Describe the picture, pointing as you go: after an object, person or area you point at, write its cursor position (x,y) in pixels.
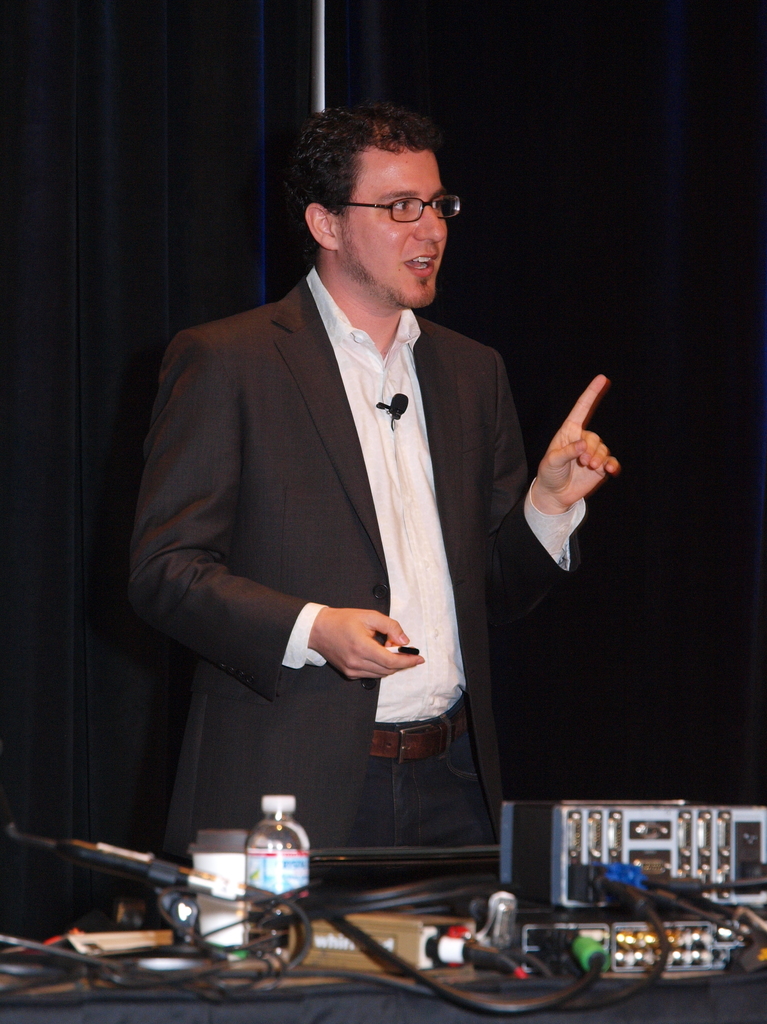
In this image there is a person (392,548) standing by holding some object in his hand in front of the person (267,545) on the table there are a few electrical equipment (547,804) with cables (460,893) and there is a coffee mug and a bottle (257,901) of water (257,901), behind the person (428,341) there is a curtain (213,267).
